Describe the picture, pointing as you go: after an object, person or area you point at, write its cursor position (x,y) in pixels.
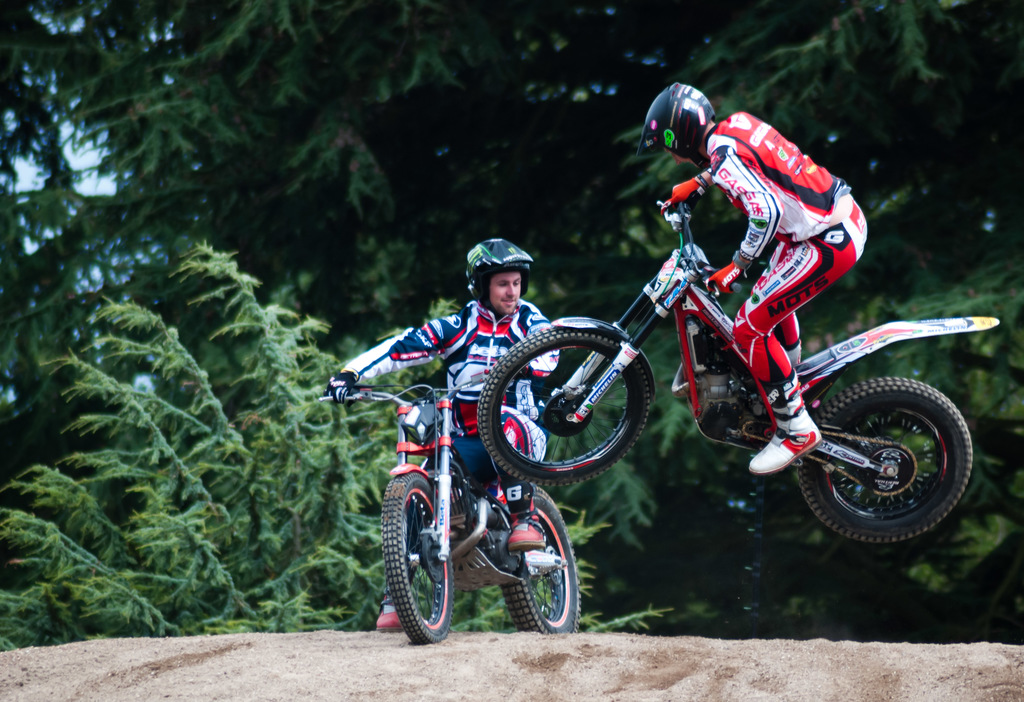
In this picture there is a person (693,108) with white and red jacket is jumping with the motorbike (960,415). There is a person (553,364) with white and black jacket (463,351) is sitting on the motorbike (548,602). At the back (391,194) there are trees (660,231). At the top (93,156) there is sky (76,158). At the bottom (476,685) there is sand (624,692).
